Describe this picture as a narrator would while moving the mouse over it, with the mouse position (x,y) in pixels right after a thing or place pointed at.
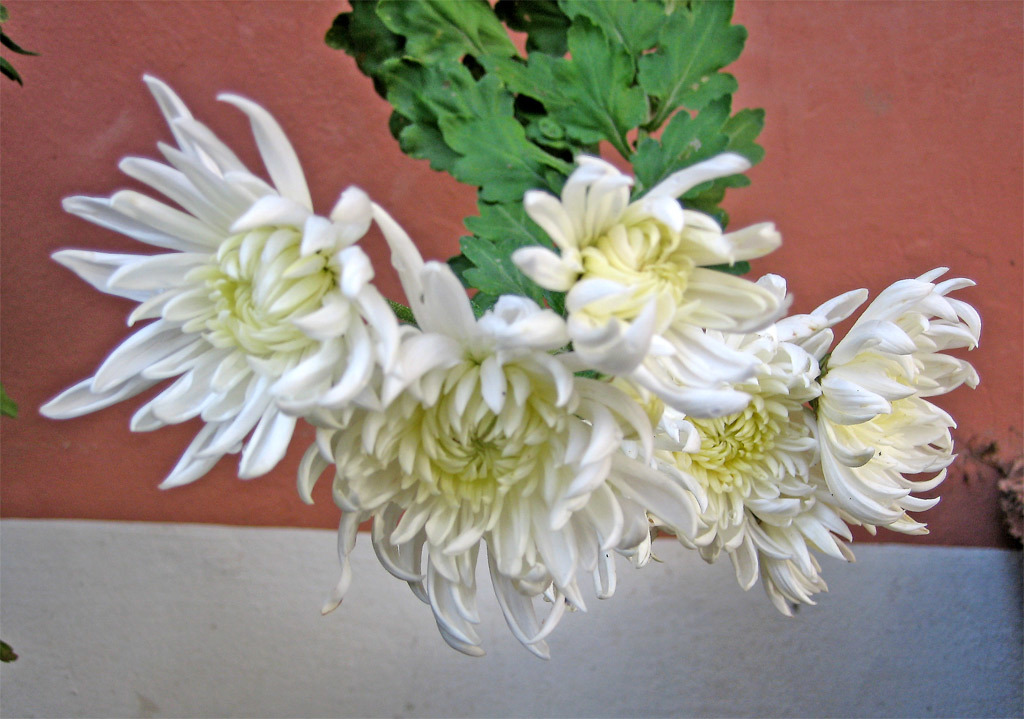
This image consists of white color flowers (291,246) along with green leaves (500,160). In the background (246,677), there is wall (246,677) in red and white color.
